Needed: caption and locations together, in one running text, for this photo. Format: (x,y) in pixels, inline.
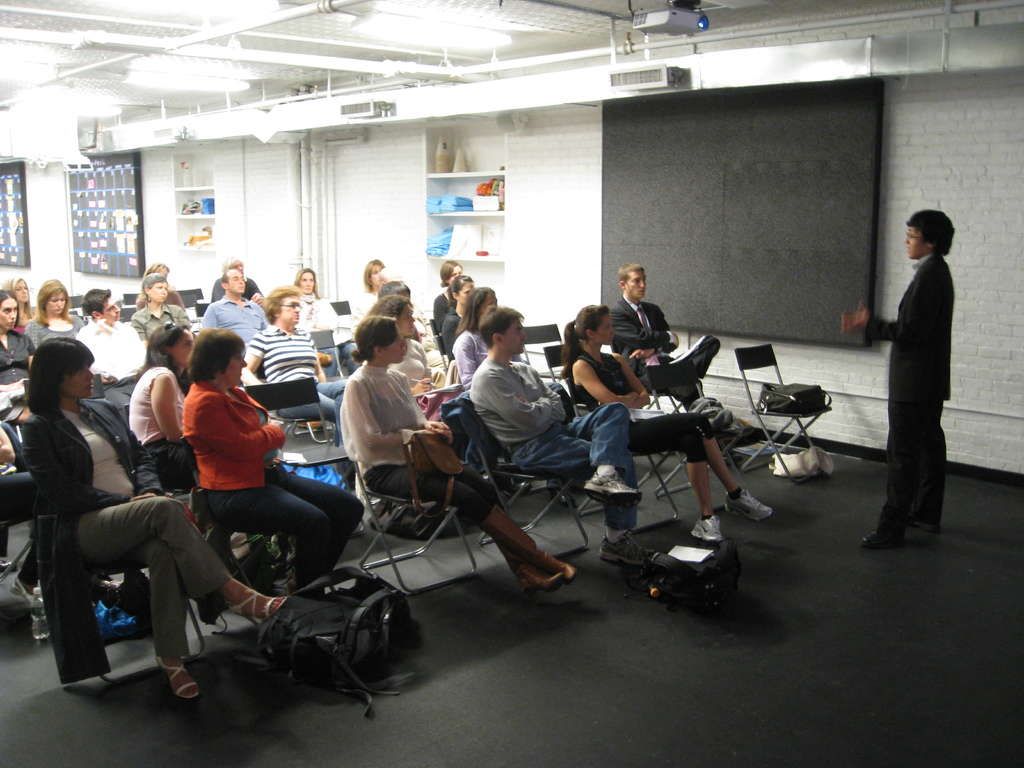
In this picture there is a group of person (110,317) sitting on a chair (313,465) except a woman (901,339) who is standing on a right side (919,458). On the right (996,161) there is a white brick wall (987,166) and a black board (696,235). On the top (660,18) there is a projector (649,18) and a pipe lines (196,42). On the left (73,425) there is a women (79,431) who is wearing a jacket (57,466), in front of her there is a bag (354,642) which is on the floor (376,705). There is a shelves (447,188).
